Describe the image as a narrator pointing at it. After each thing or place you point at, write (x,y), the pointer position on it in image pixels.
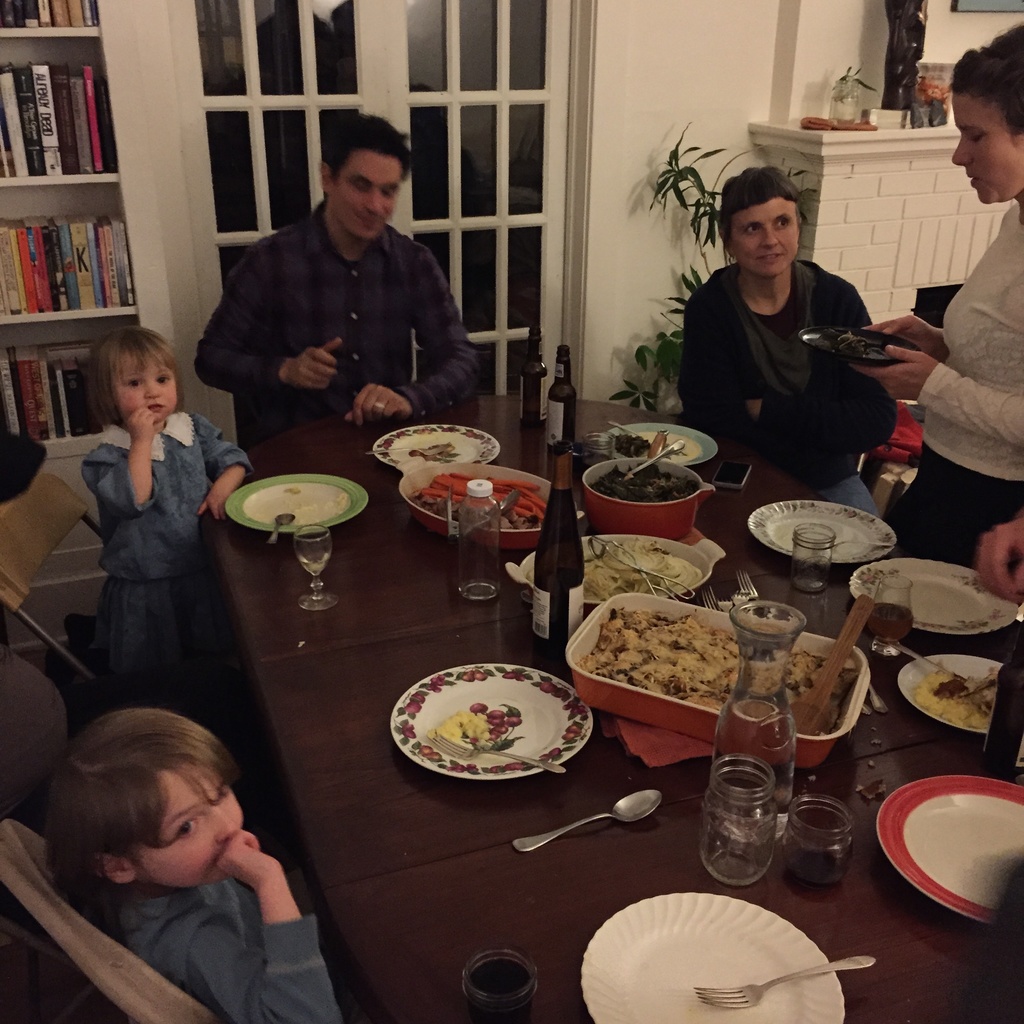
In the image we can see there are people (366,294) who are standing and sitting on chair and on the table (494,933) there are food items (549,492), wine bottle (579,602), plate (544,727), spoon (585,820) and fork (745,1001).
